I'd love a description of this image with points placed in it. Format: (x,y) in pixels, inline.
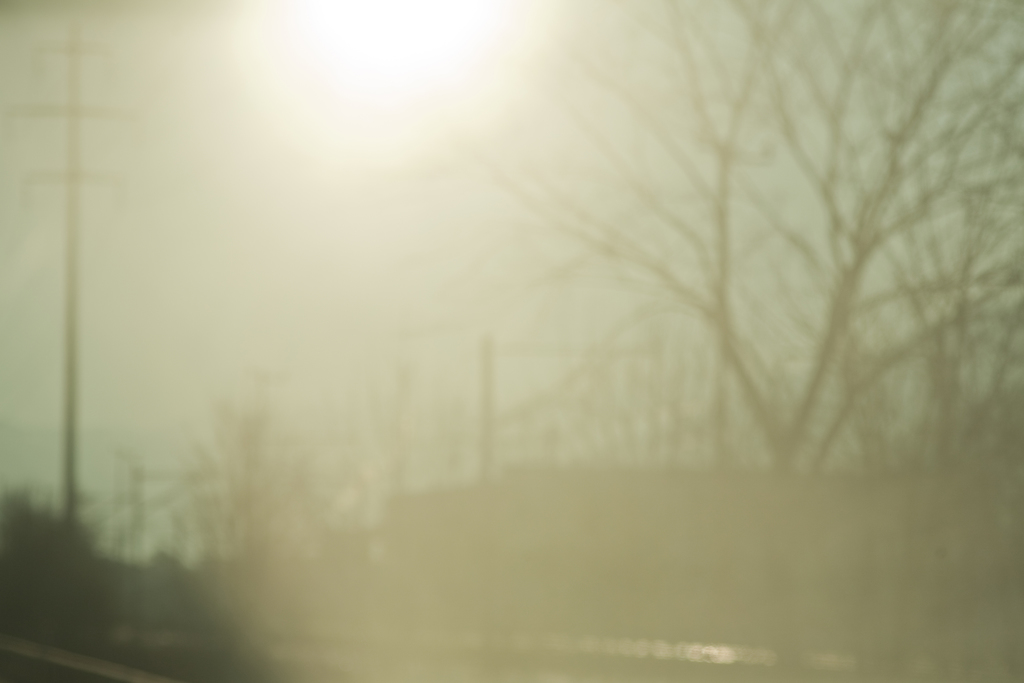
This picture is blur, in this picture we can see trees (678,419) and sky (242,228).
